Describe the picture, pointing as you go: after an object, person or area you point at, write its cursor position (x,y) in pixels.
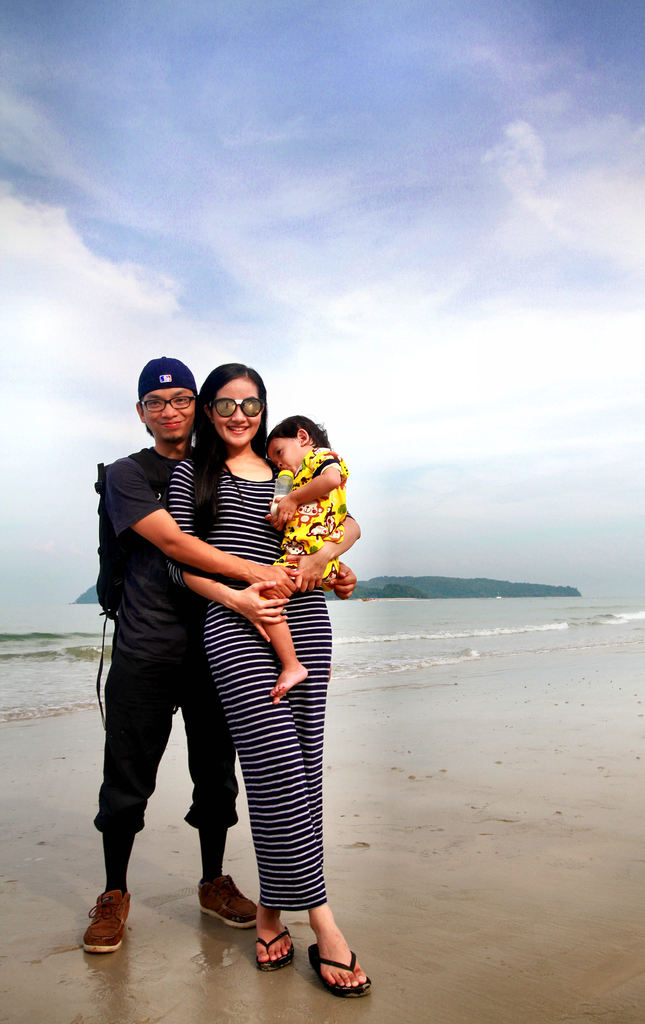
2 people (256,722) are standing. A woman (263,626) is carrying a child (327,500). Behind them there is water (418,621) and trees (474,586) at the back (407,591).
